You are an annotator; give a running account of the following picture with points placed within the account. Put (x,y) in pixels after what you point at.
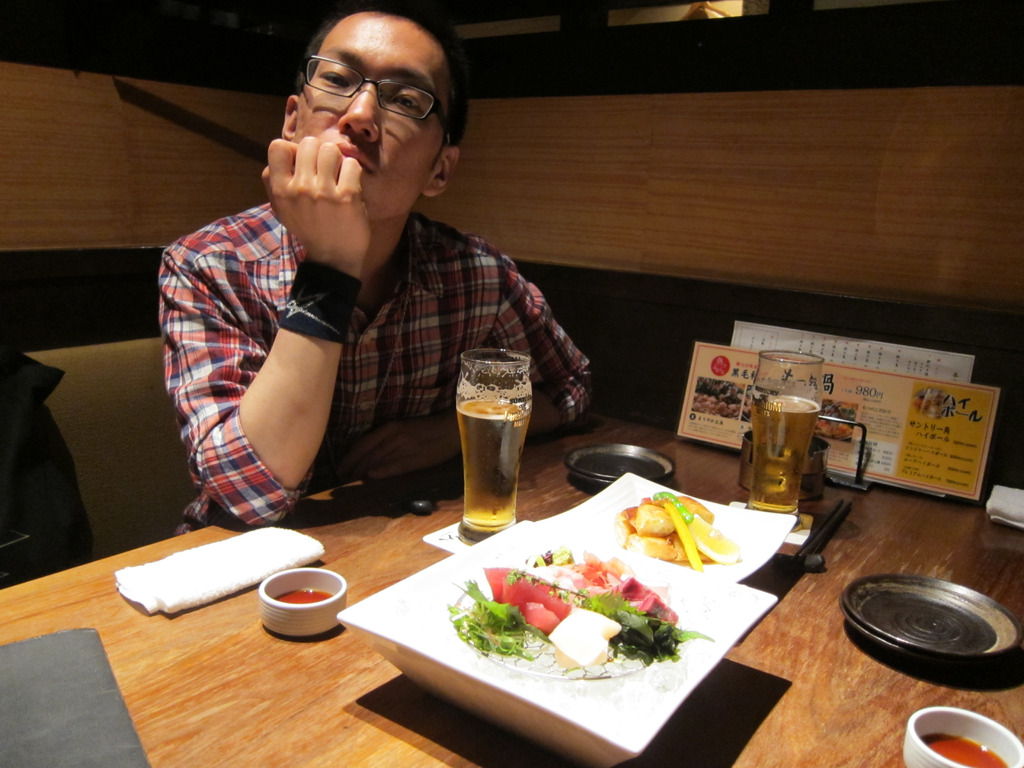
There is a man (279,239) sitting and wore spectacle (331,80) and we can see glasses (472,458), plate (729,572), food (611,572) and objects (319,580) on the table (317,696).
